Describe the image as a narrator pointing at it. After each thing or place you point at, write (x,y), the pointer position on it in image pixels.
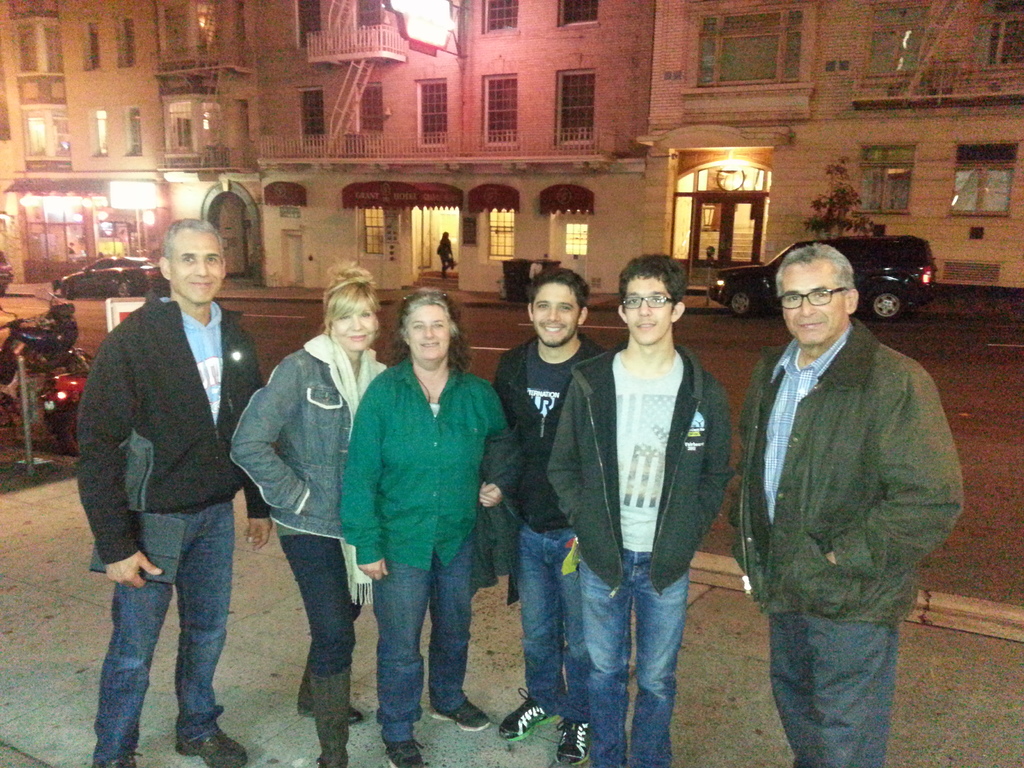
In this picture there are group of people (459,516) standing on the footpath (88,726) and smiling. At the back (54,356) there are vehicles (63,372) on the road (968,381). At the back (479,269) there is a building (479,278) and there is a plant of the footpath (244,607). There is a person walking inside the building (506,73) and there is a hoarding (448,15) on the building (596,82). On the left side of the image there is a pole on the footpath (88,629).
